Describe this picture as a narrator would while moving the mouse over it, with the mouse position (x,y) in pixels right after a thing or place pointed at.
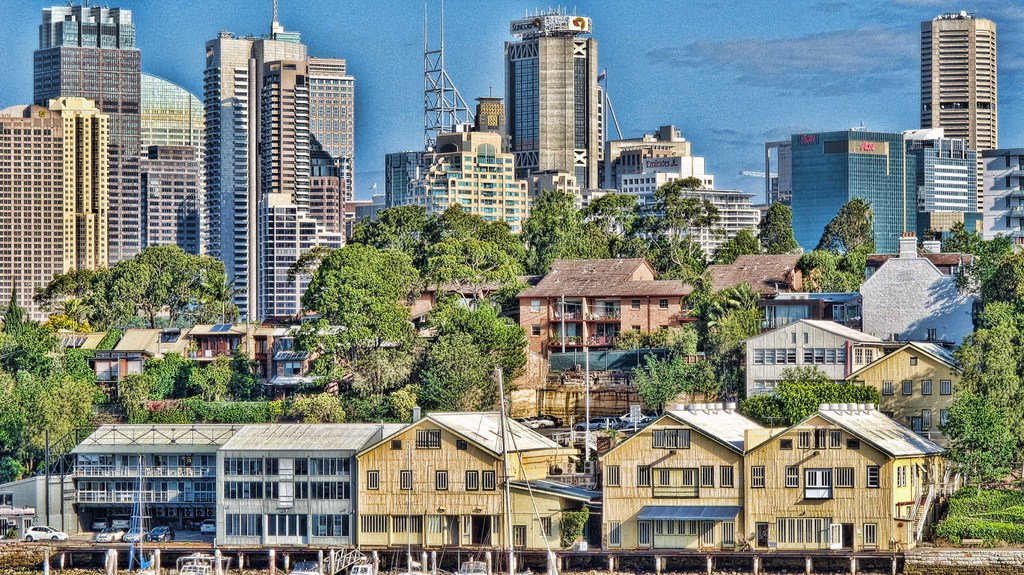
In this image there is a city (318,193), in the city (333,241) we can see buildings (279,161) and trees (389,354).
